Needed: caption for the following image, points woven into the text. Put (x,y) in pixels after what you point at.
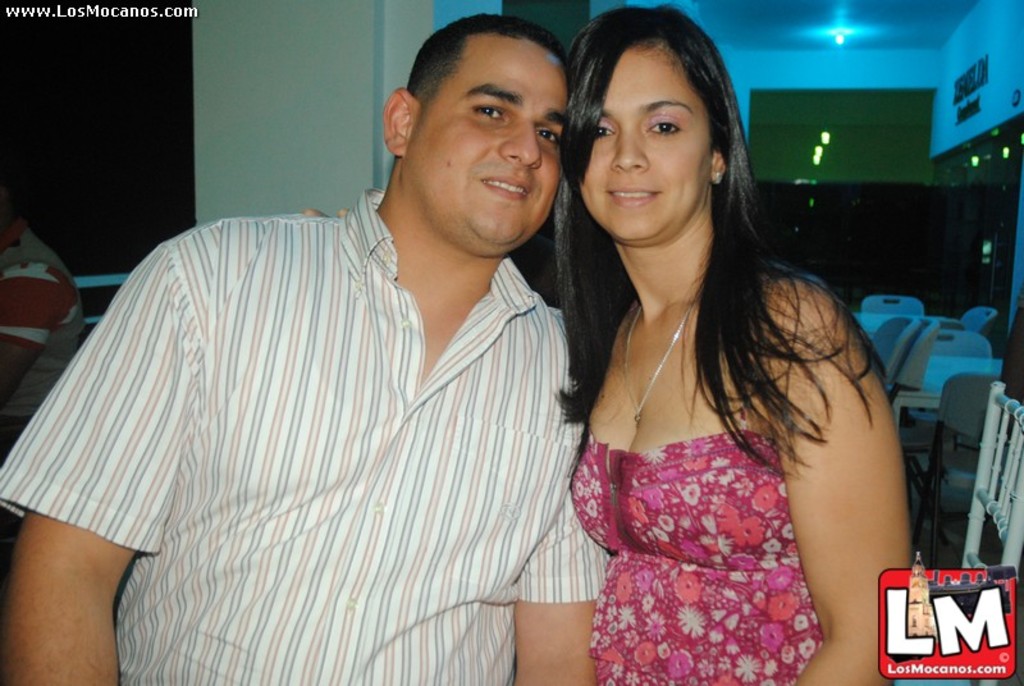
2 people (480,380) are present. The person (690,637) at the right (716,553) is wearing a pink dress (638,496) and a chain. The person (503,233) at the left (269,230) is wearing a white striped shirt (281,460). There are chairs (954,343) at the back (894,363) and there is another person (21,301) at the left (22,304) back.
